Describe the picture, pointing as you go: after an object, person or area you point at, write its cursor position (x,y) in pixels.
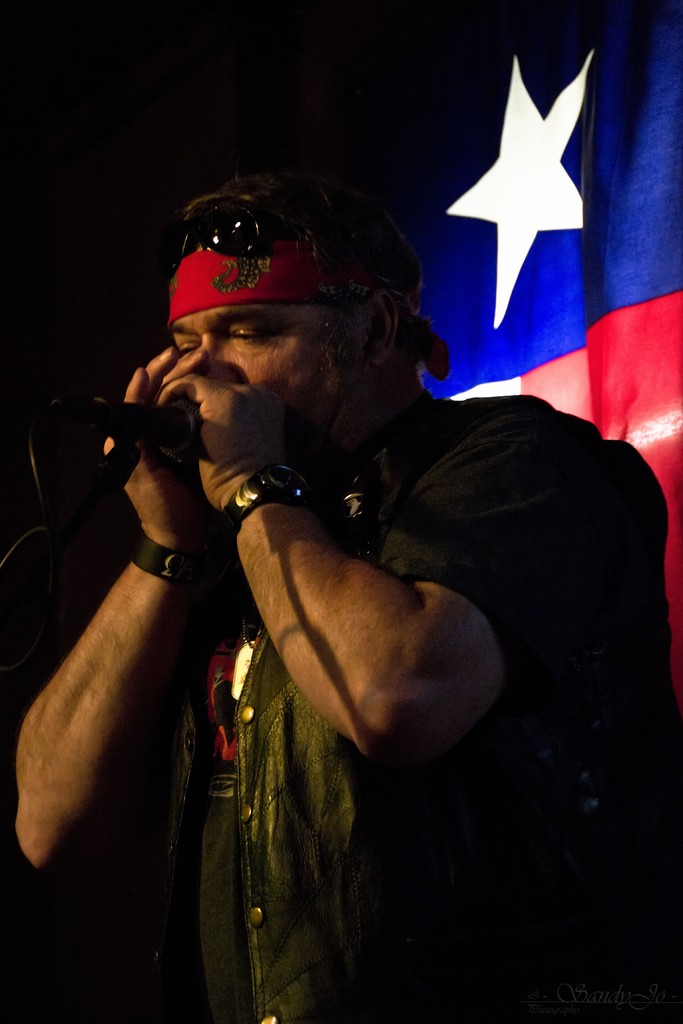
In this image I can see a person (531,436) is holding a mike (87,409) in hand (243,421). In the background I can see a curtain (510,79). This image is taken may be on the stage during night.
